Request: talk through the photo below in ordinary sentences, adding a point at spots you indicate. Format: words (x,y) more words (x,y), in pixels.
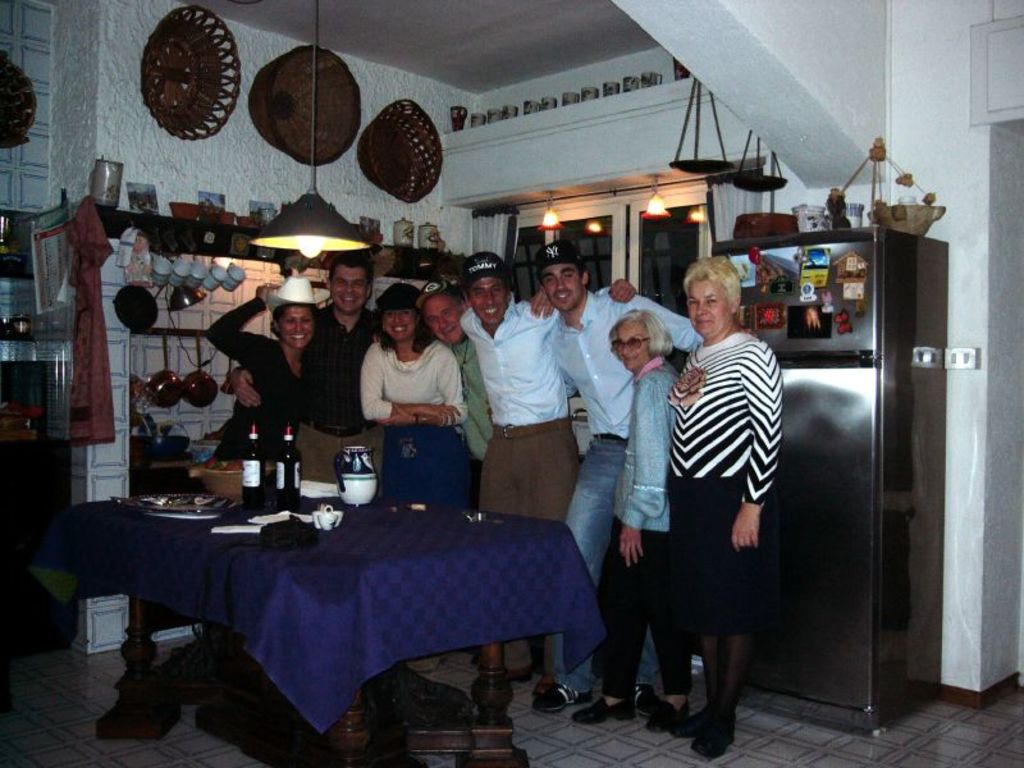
In this picture there are many people (414,350) standing in front of a table (488,536) on which bottle (276,477), jars (352,489), plates (193,506) were placed. There are women (640,372) and men (477,392) in this group (392,372). Light (316,239) is hanging from the ceiling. In the background (220,271) there are cups (186,274), baskets (220,106) attached to the wall (78,75). We can observe a refrigerator (815,398) here.
